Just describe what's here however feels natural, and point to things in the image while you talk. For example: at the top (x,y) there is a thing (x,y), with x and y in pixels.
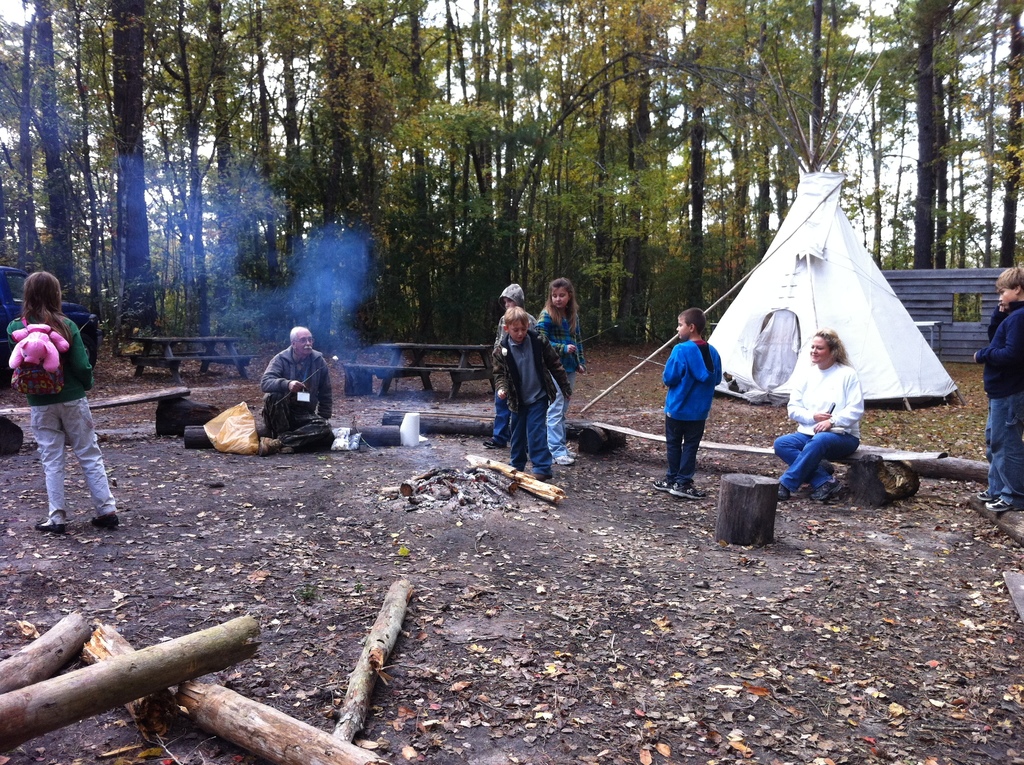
In this image in an open ground (711,532) there are many people (814,381). On the ground (330,655) there are woods (214,685). This is fire place (495,483). In the background (808,306) there is tent (795,297), benches (379,367), trees (255,205).
